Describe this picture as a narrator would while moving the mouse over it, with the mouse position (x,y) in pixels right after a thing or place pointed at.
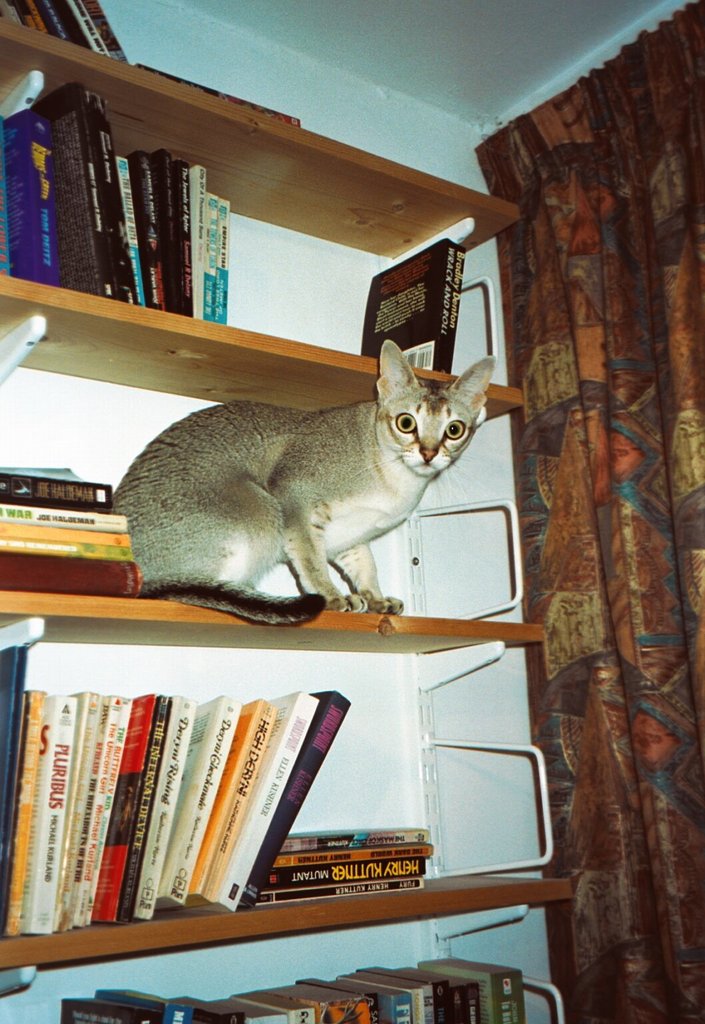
This picture is taken inside the room (599,560). In this image, on the right side (639,278), we can see a curtain (683,479). In the middle of the image (423,350), we can see a shelf (153,333) with some books (144,295), in the middle of the shelf (114,934), we can see a cat (317,600) sitting. At the top (424,56), we can see a roof (483,55).
